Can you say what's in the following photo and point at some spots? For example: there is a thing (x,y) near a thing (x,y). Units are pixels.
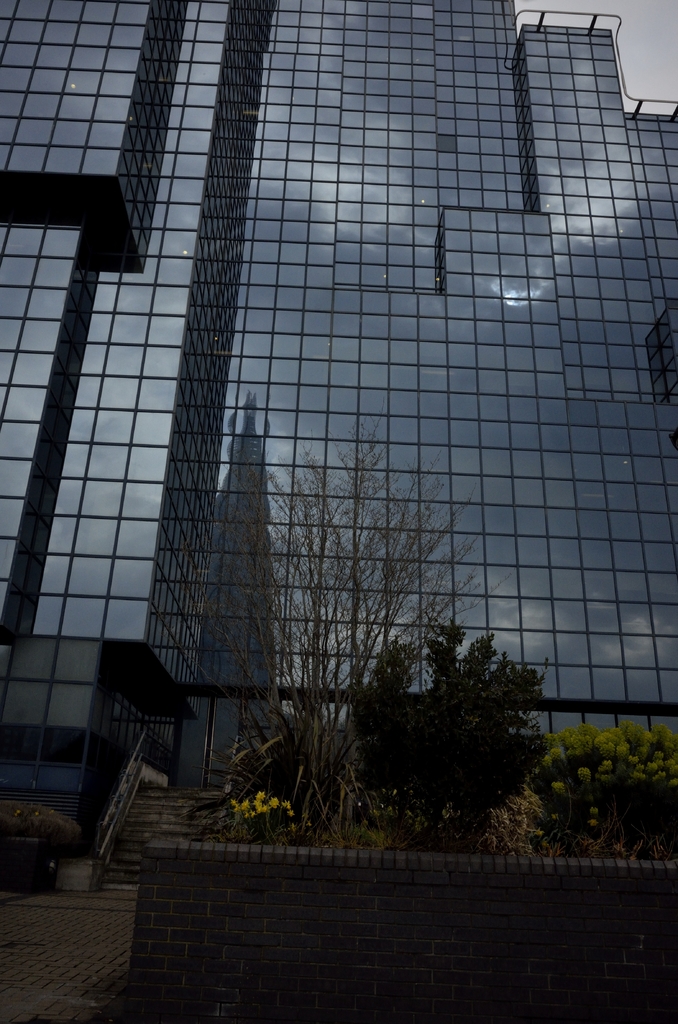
In this image in the front (342,849) there is a wall (406,895) and on the top of the wall (414,891) there are plants (410,753). In the background (271,302) there is a building (362,445) and there is a staircase (194,830).
